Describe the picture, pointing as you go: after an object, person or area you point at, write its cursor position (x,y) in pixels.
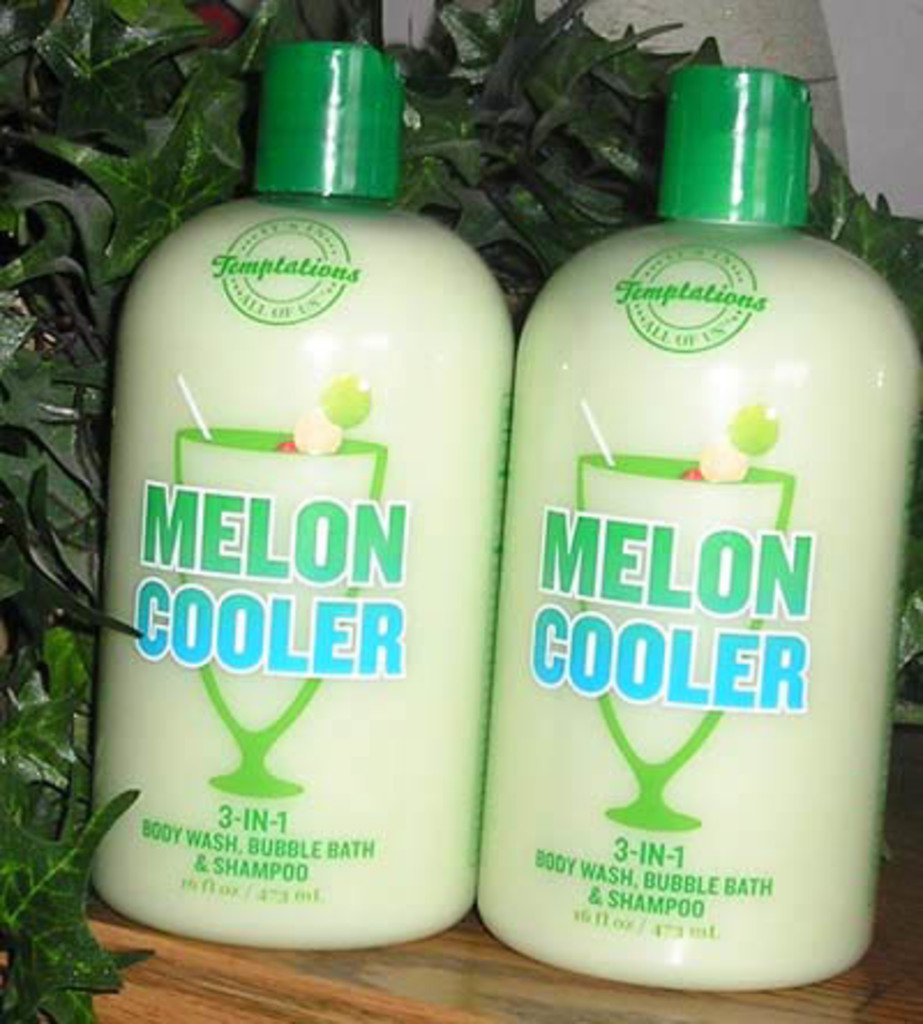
In this image in the middle (454,611) is a table (269,971) on that there are two bottles (506,636) with caps (677,160). In the background (480,115) there are many leaves (492,94).
